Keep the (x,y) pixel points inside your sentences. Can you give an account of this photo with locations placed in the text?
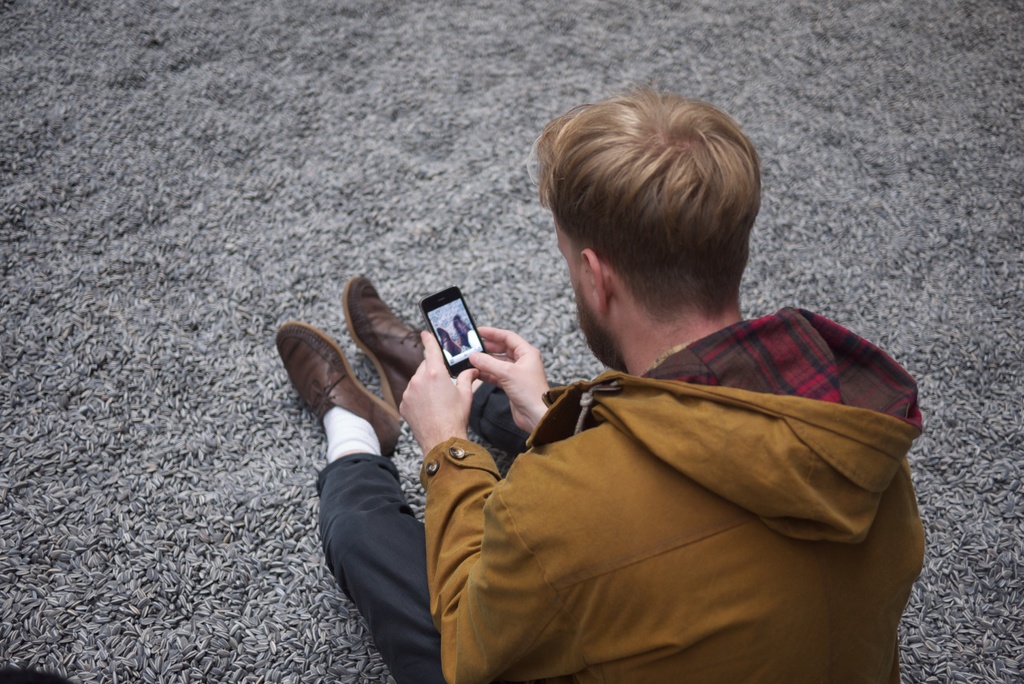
In this picture there is a man (479,329) sitting on the floor (202,514) and he is capturing the image.
